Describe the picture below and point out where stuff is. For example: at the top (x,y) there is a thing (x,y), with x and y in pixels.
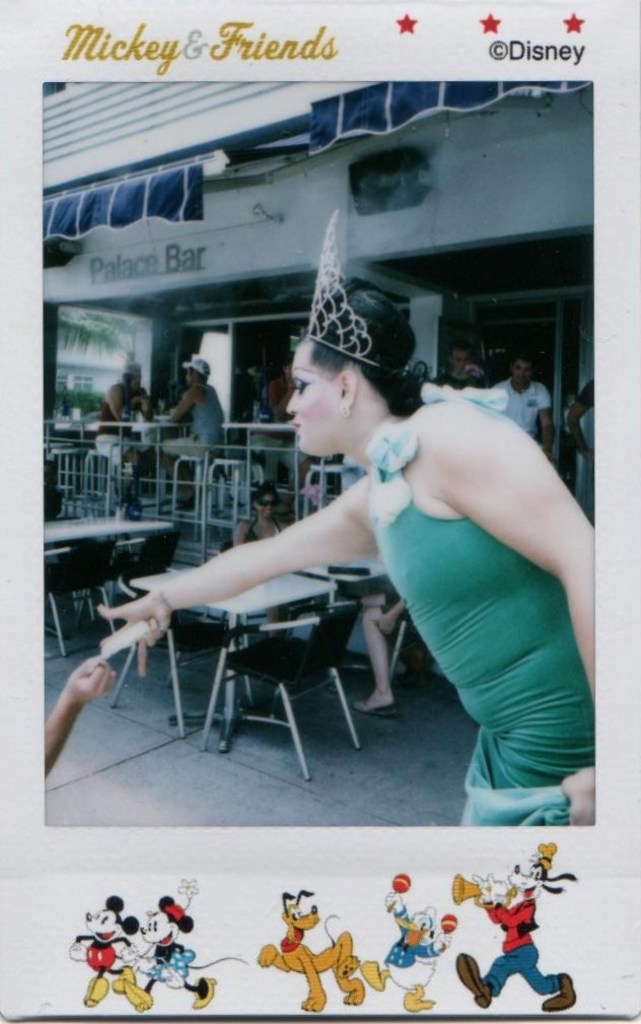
This picture shows a woman (372,310) who is standing and holding an object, she is wearing a crown (347,346) and in the backdrop (302,598) there are some people (269,481) sitting and they have a table (267,601) in front of them and they are having their meal (158,417) and there's also some people (473,368) standing on the right of a building (249,173).
